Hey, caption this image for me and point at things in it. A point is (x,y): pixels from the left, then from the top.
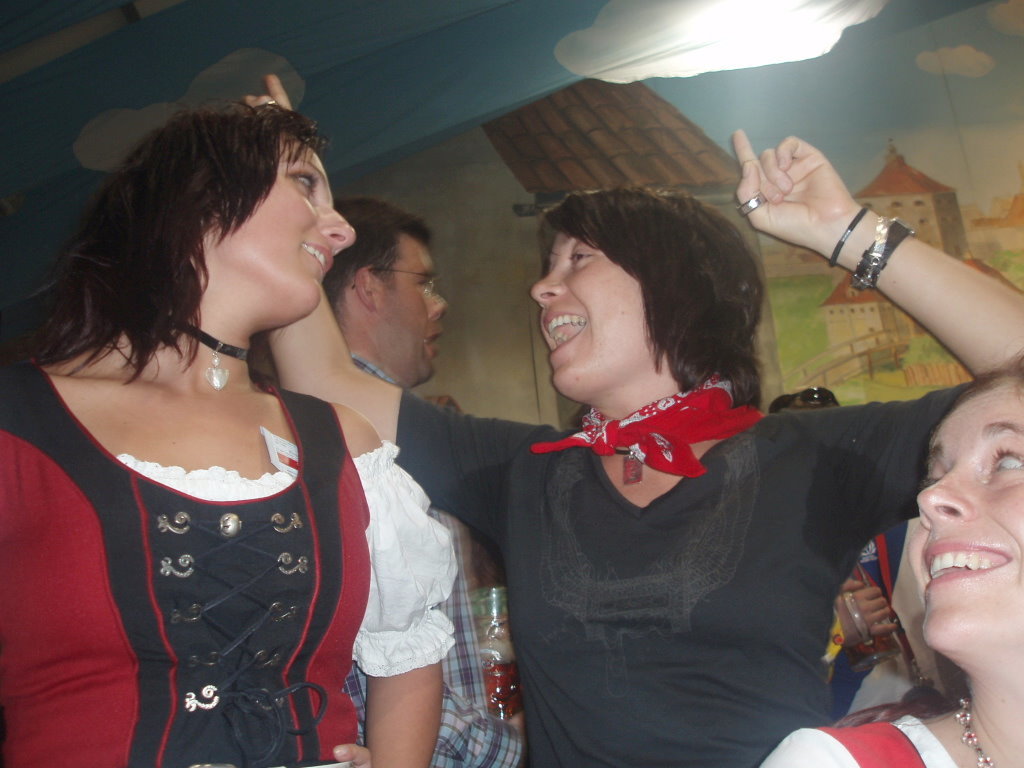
In this image there are some persons (565,580) at bottom of this image (608,630) and there is a wall (842,304) in the background (479,242).
